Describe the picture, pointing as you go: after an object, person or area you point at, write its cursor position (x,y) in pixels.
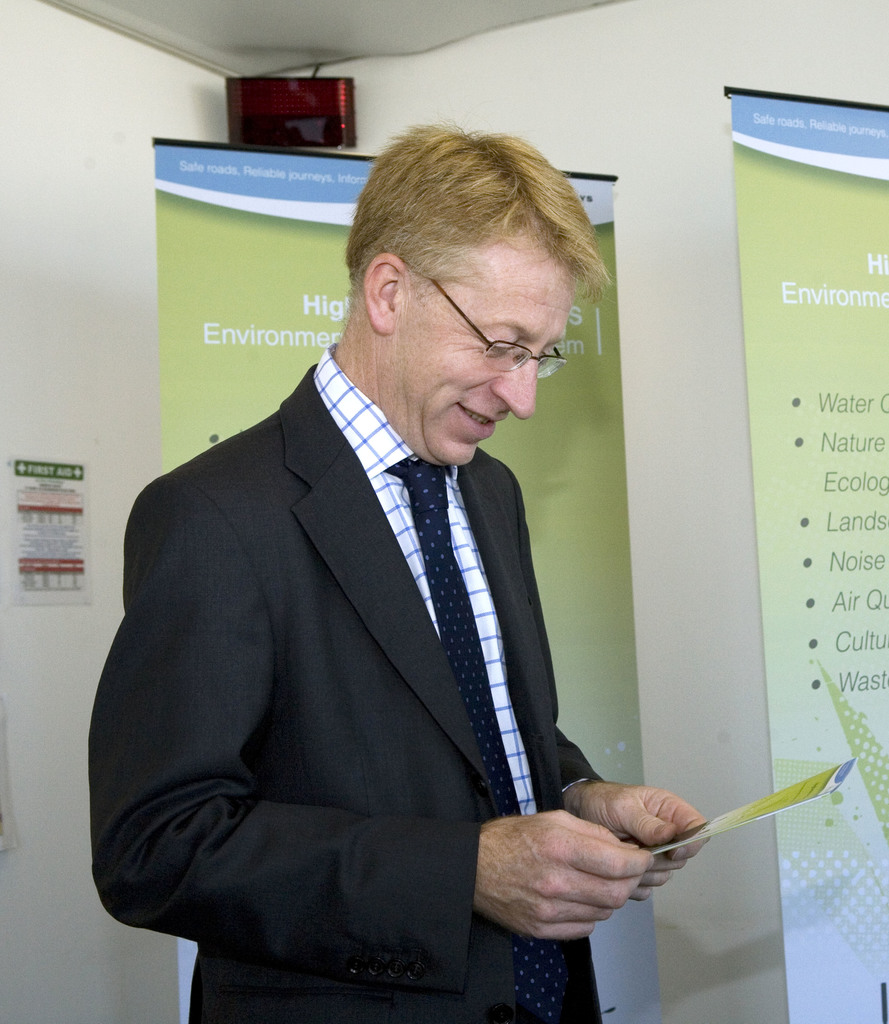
In this image we can see this person (207,653) wearing blazer (473,760), shirt (400,514), tie (443,490) and spectacles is standing here and smiling. In the background (879,703), we can see the banners (247,261), LED display (261,114) and the wall (91,163).
